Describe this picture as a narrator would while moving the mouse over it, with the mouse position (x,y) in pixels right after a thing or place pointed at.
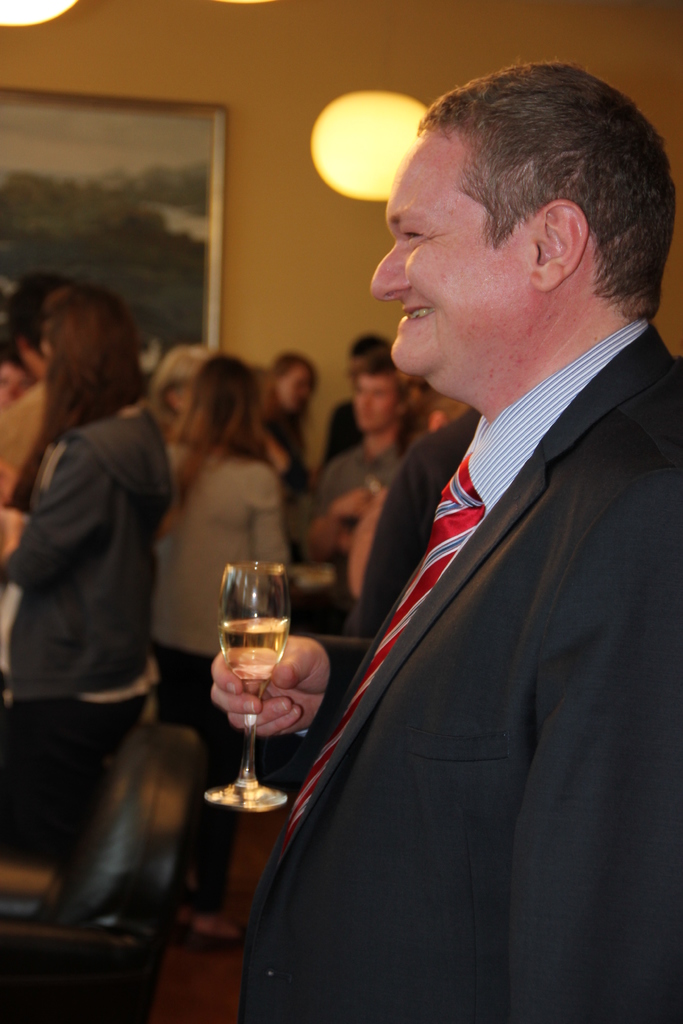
In the given image we can see that, there are many people (361,451). This person (429,236) is catching a wine glass (271,612) in his hand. there is a photo frame (131,159) stick on wall (249,192). This is a light (377,180).
